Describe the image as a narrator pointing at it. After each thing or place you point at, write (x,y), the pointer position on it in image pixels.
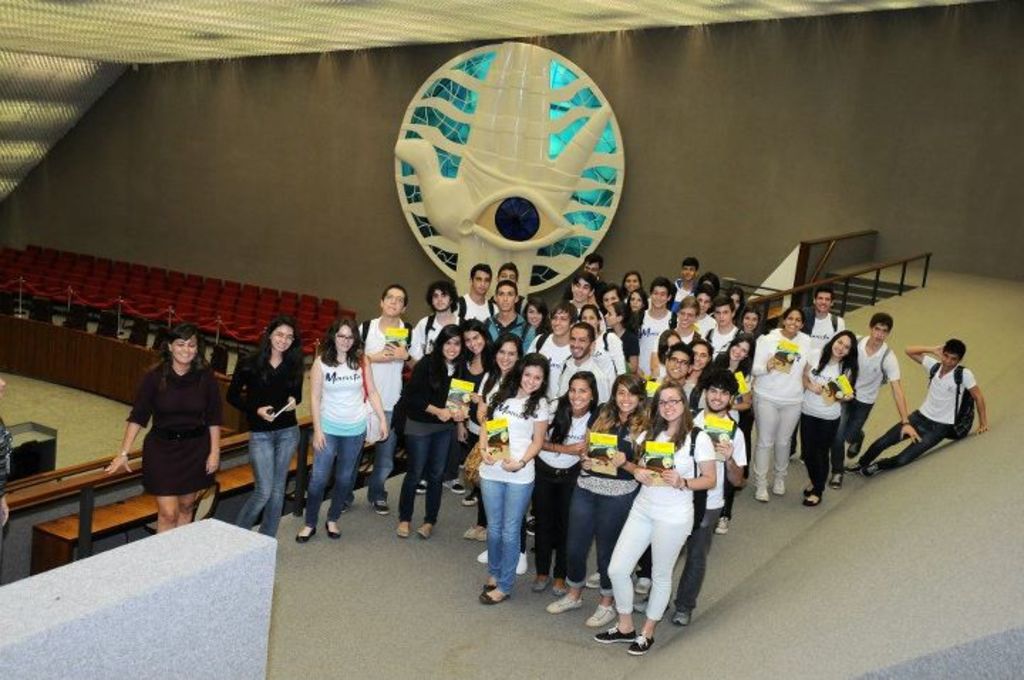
In this image we can see a crowd (514,365) standing on the floor (356,495) and holding books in their hands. In the background (157,321) we can see railing poles (117,316), walls (136,248) and chairs (142,277).
